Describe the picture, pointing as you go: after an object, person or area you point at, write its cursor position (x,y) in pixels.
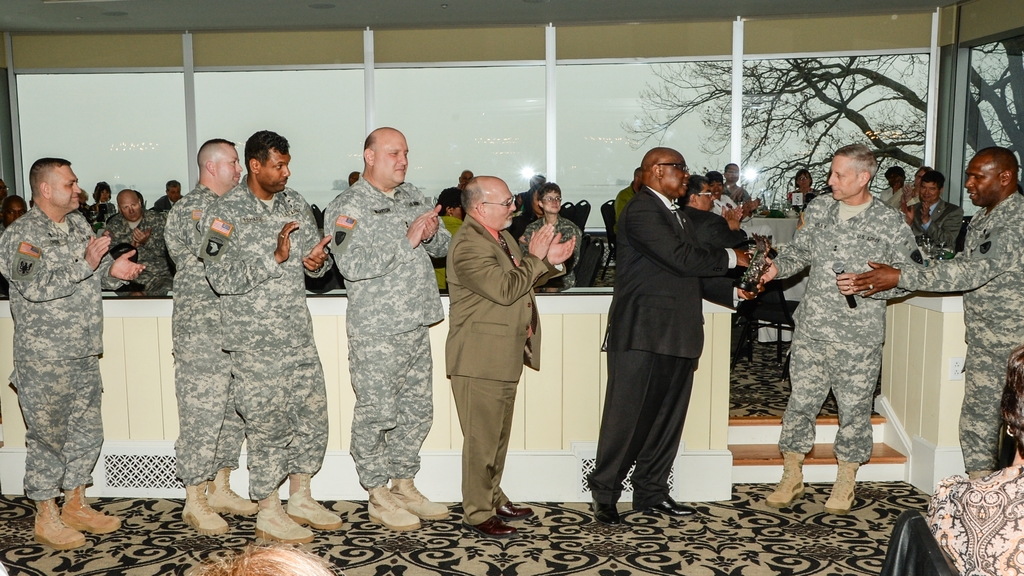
In this picture there are people (252,273) and we can see floor (322,534) and chairs (608,222). In the background of the image (597,192) we can see glass windows (488,104), through glass windows (756,129) we can see tree (771,148) and sky (490,119).
